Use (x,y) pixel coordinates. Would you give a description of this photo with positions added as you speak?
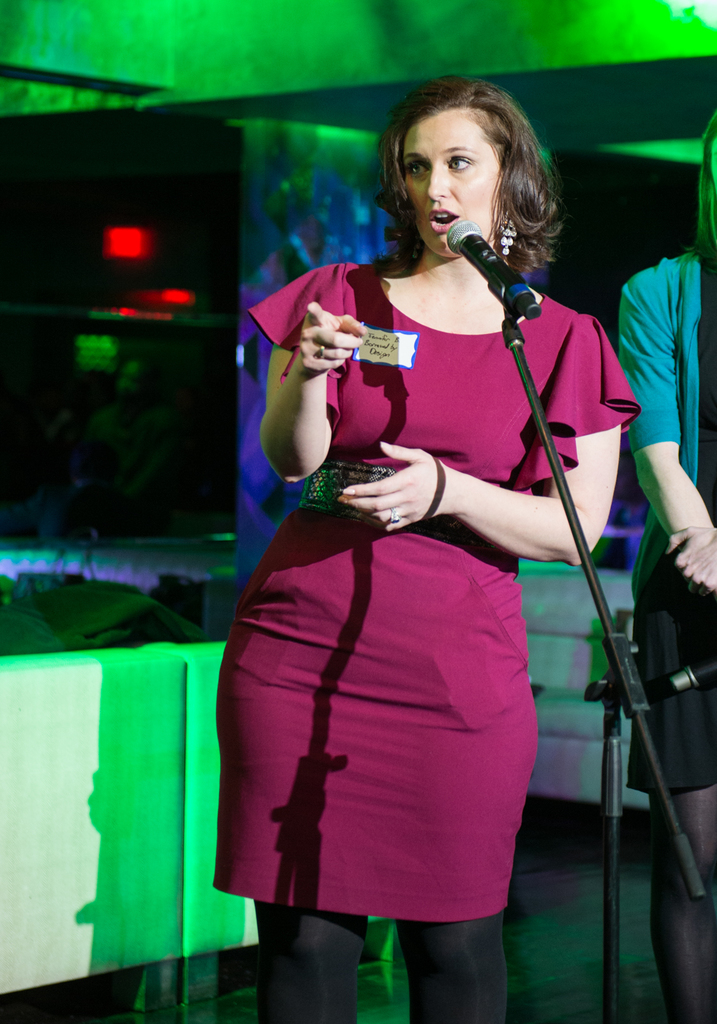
This is a picture taken in a meeting. In the foreground of the picture (490,599) there is a woman (432,462) in red dress (402,733). In front of her there is a microphone (472,253), she is wearing red dress (372,772) and she is standing. On the right (677,462) there is another person (696,558) standing. In the background (160,661) there are couches (569,620). At the top (45,9) it is wall (426,48). The room (225,87) is lit with green lights (664,49).
